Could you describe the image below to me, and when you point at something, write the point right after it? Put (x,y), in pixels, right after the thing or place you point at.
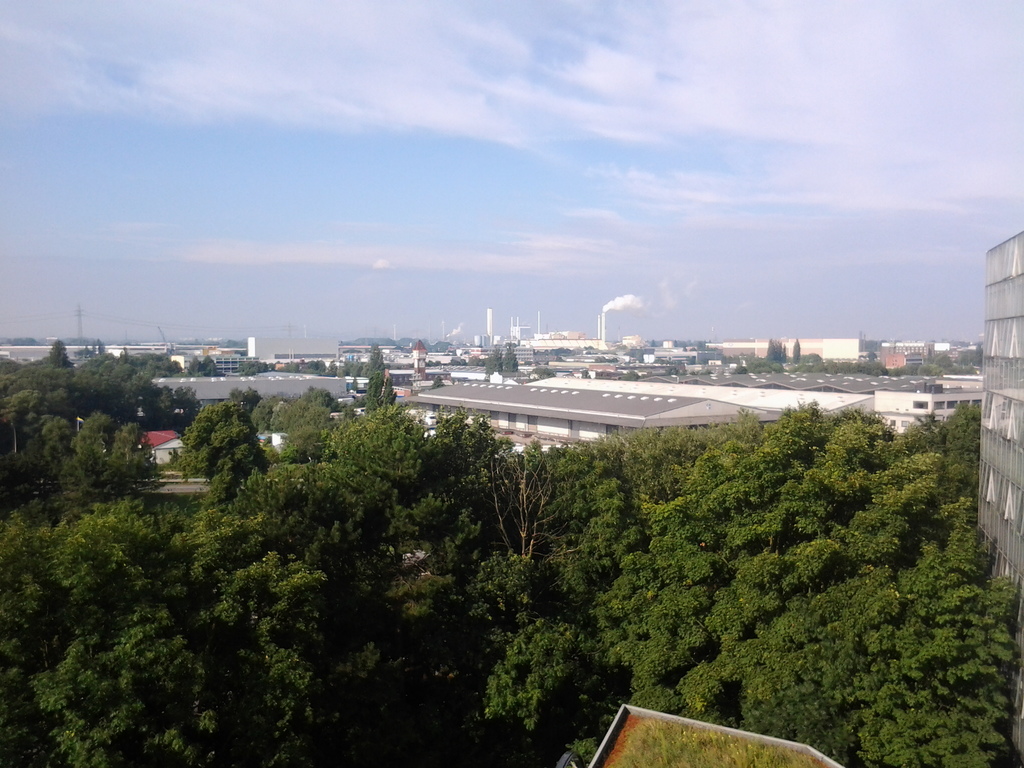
This image is taken outdoors. At the bottom of the image (713,660) there are many trees (506,552). At the top of the image (266,167) there is a sky (449,216) with clouds (848,212). On the right side of the image (987,469) there is a building (1007,496). In the background (224,368) there are many buildings (519,372), factories (511,343), houses (476,360) and trees (552,370).
